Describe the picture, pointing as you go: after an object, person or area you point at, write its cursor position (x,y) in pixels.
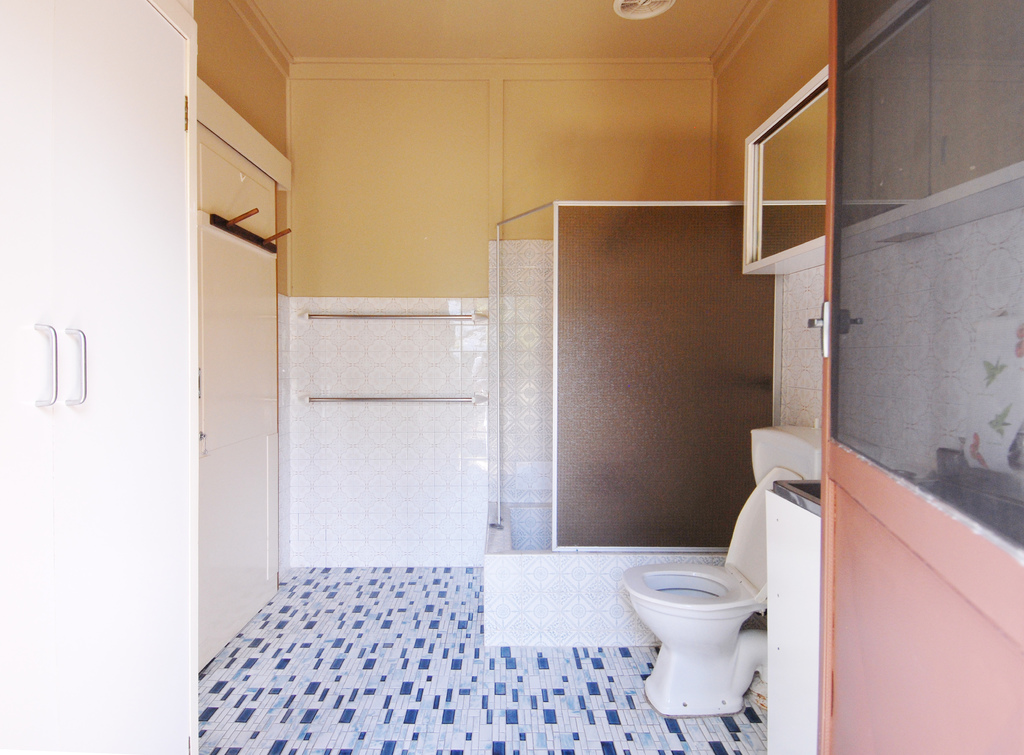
In this image there is a wall (468,283) in middle of this image (460,339) and there is a floor (499,662) at bottom of this image (488,654) and there is a toilet bowl (690,598) at bottom right side of this image (690,607) and which is in white color and there is a door (888,461) at right side of this image (896,462) and there is an another door (168,405) at left side of this image (172,455).
